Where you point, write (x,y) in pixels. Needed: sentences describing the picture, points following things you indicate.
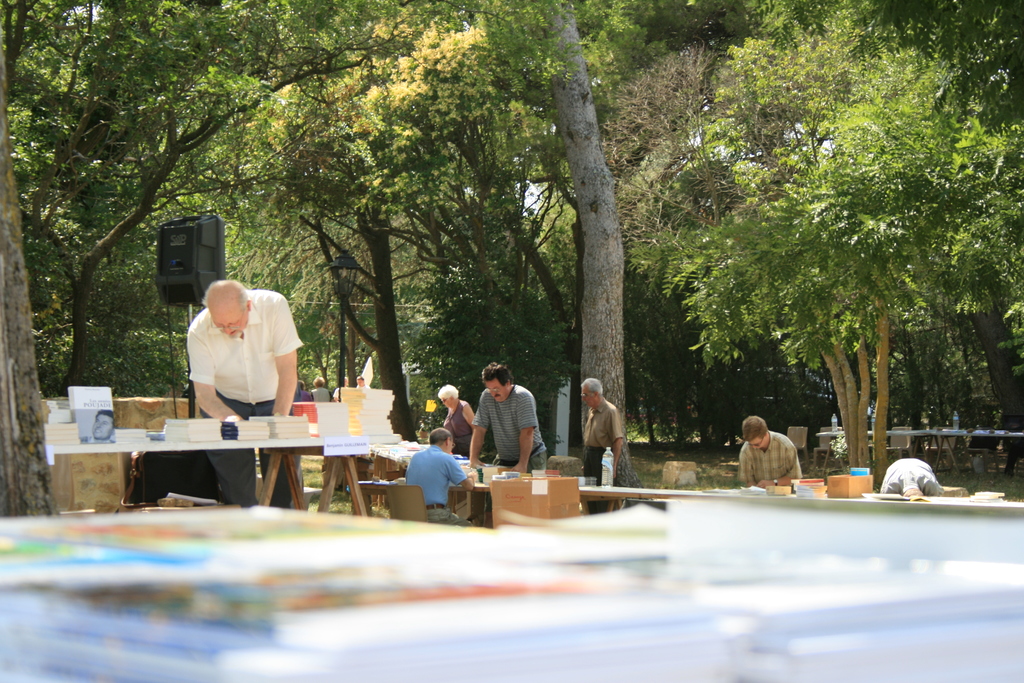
In this image I see few people (745,449) in which this man (414,465) is sitting on a chair (411,501) and I see books (255,514) and I can also see a black color thing (159,256) over here. In the background (140,285) I see the trees (373,196) and I see tables (1016,432) over here and I see the chairs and I see a bottle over here and I see few things (851,490) on this table (881,505).
